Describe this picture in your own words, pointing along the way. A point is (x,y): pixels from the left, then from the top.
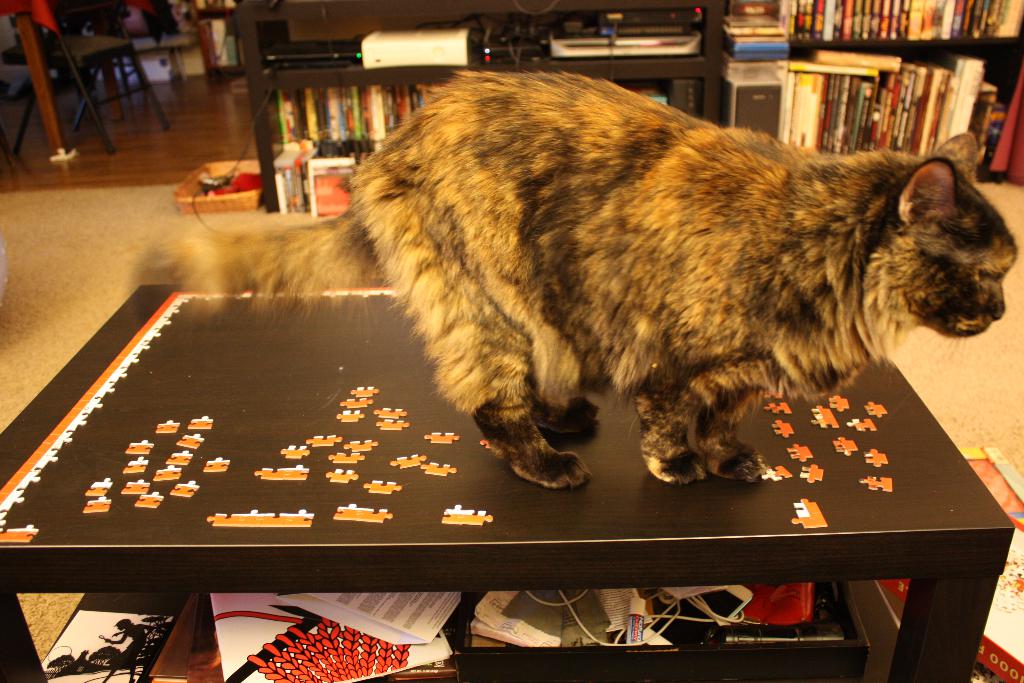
In this picture we can see a cat (624,386) on the table (403,547), books (959,119) on shelves (905,49), devices (570,45), cables (553,599), basket (240,208), chair (100,52) on the floor (153,111) and some objects (194,41).
